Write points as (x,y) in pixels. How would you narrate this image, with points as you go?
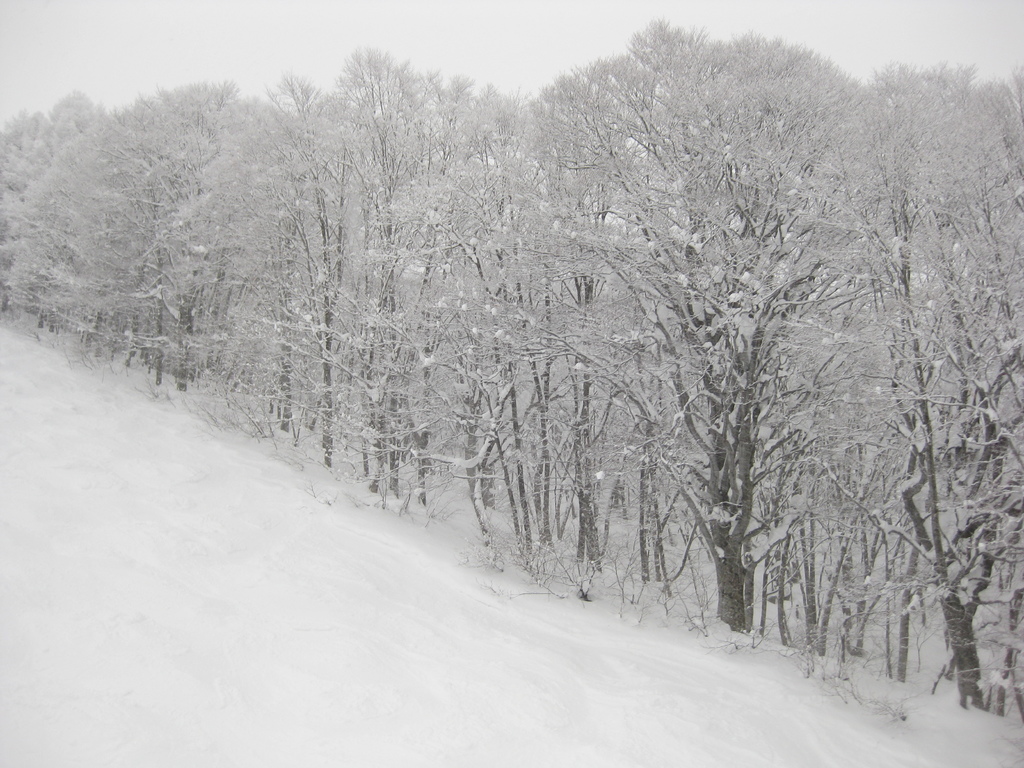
In this picture we can observe snow (473,663). There are some trees (112,251) which were covered with some snow (147,230) here. In the background (186,48) there is a sky (459,29).
